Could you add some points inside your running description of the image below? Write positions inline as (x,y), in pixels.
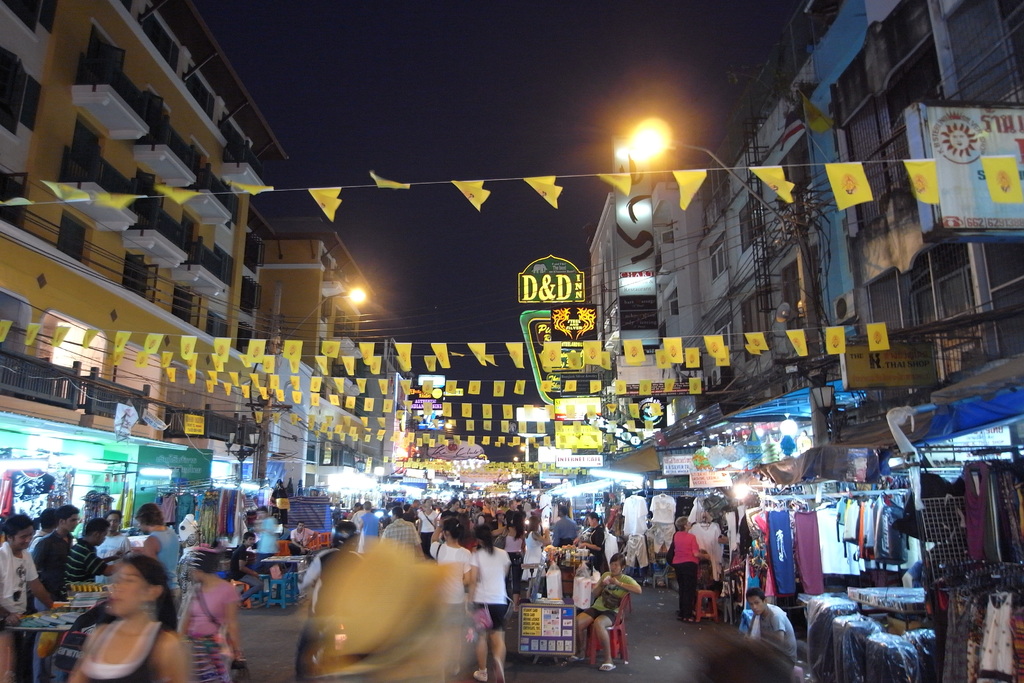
In this image we can see a group of persons (536,547), buildings (354,383), wires (393,345) and banners (335,344). On both sides of the image we can see the stalls (923,540). On the buildings (593,296) we can see few hoardings (632,170). We can see street poles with lights (663,129).
